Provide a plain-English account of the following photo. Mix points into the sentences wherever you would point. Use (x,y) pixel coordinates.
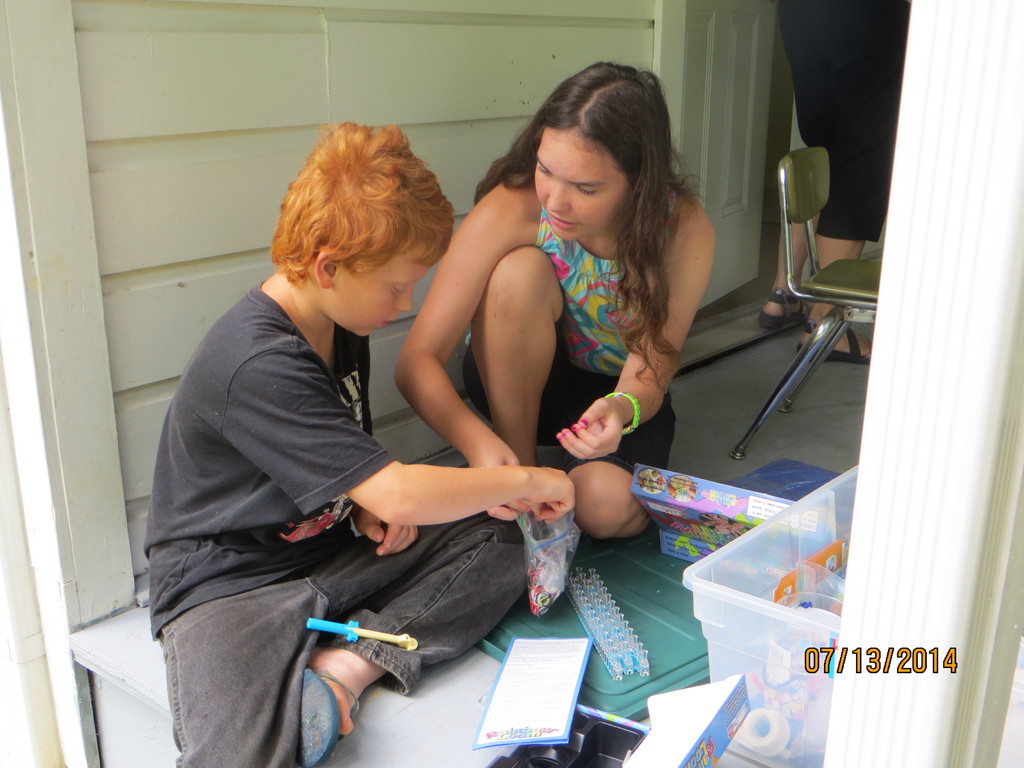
In this picture there is a boy (345,360) and a girl (648,237) sitting here and there are some objects (546,601) kept in front of them and in the background (842,65) there is a chair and the person (848,76) is standing here and there is a wall (108,579).
